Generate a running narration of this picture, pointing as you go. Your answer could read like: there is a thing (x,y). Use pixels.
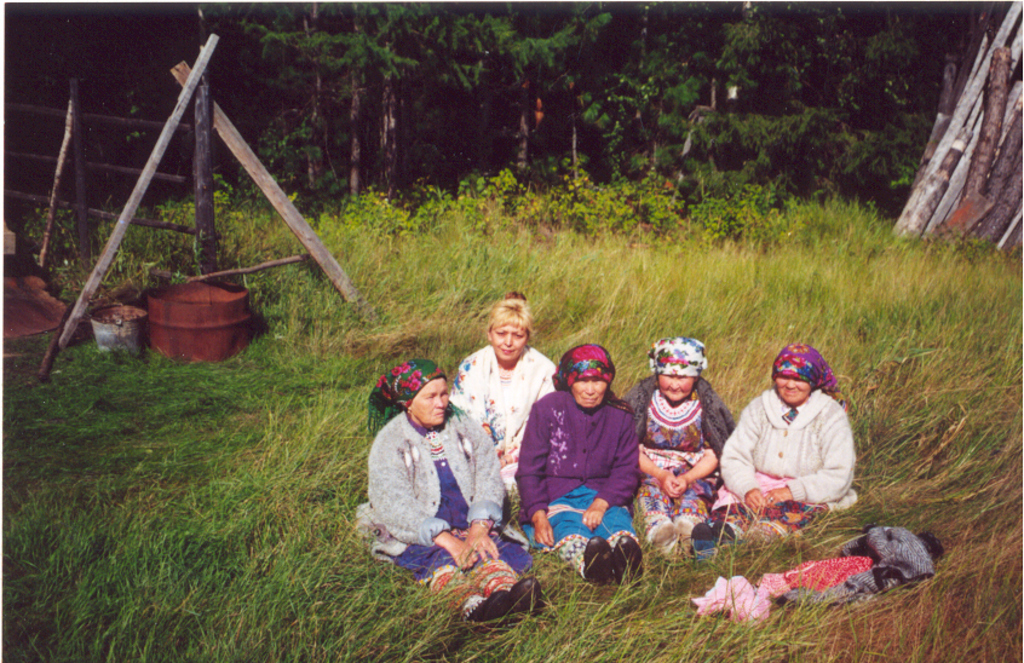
A group of people (565,454) are sitting in the grass (537,555). They wore headgear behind them there are trees (159,51) in this image.
